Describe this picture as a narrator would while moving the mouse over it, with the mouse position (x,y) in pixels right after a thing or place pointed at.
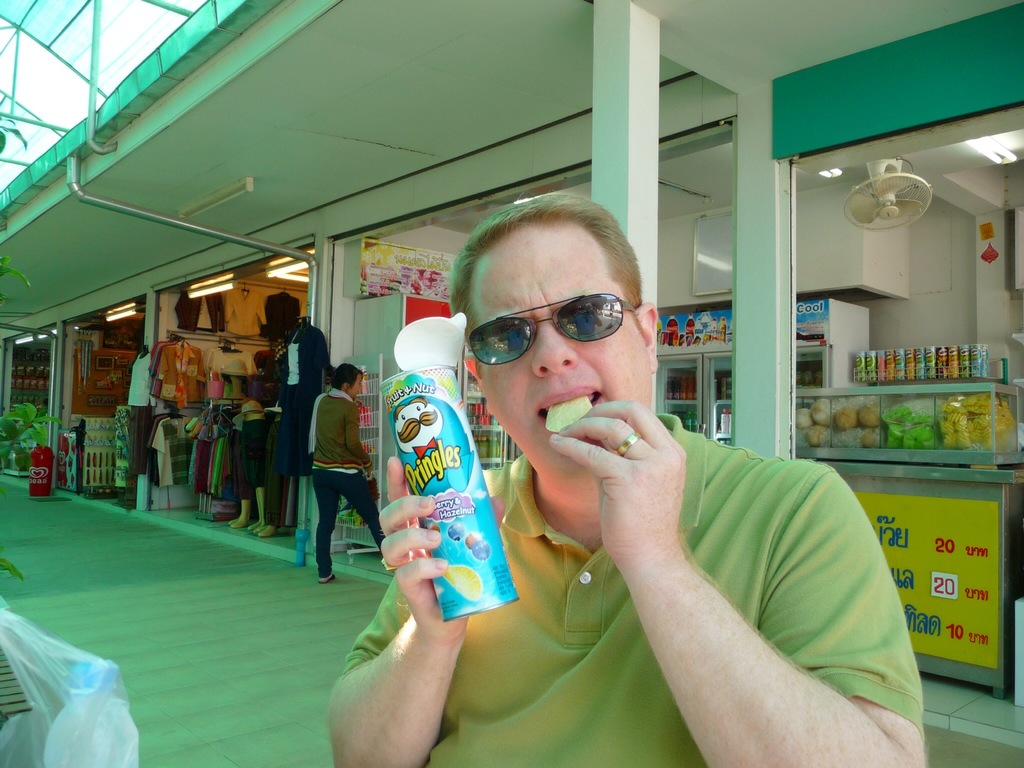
As we can see in the image there are few people (627,599) here and there, a man (690,725) wearing green color t shirt (606,618) and holding a can (433,521). There are food items (976,365), fan (911,194) and shops (395,228).
